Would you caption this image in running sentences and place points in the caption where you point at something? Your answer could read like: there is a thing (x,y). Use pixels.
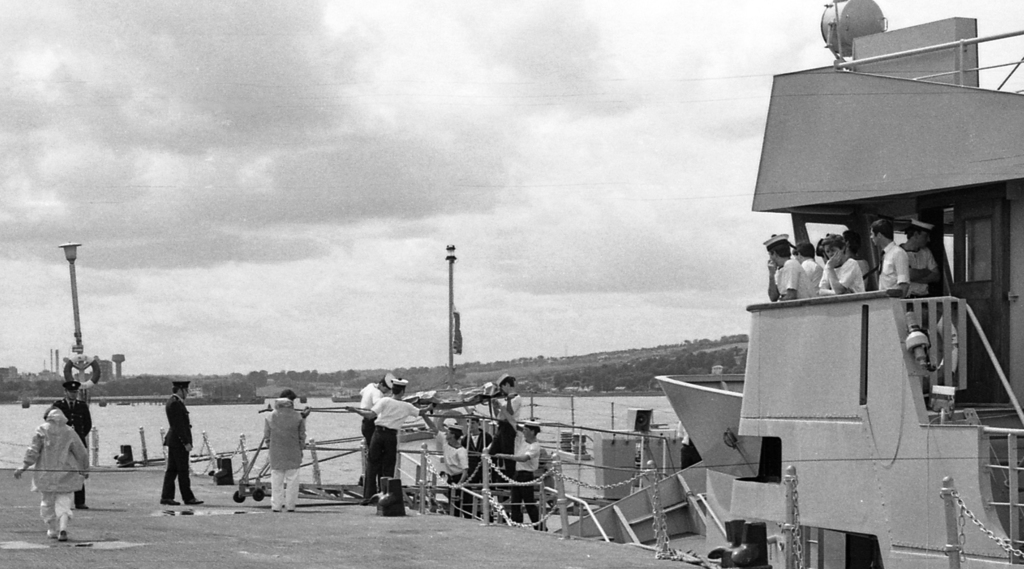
In this image there are a few people (72,477) walking on the ground (213,531). There is a railing (217,454) around them. Behind the railing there is the water (221,413). To the right (830,454) there is a ship (927,328). In the background (543,363) there are buildings (2,377) and mountains (618,363). At the top (285,133) there is the sky (323,83). There are street light poles (74,260) on the ground (104,477).
